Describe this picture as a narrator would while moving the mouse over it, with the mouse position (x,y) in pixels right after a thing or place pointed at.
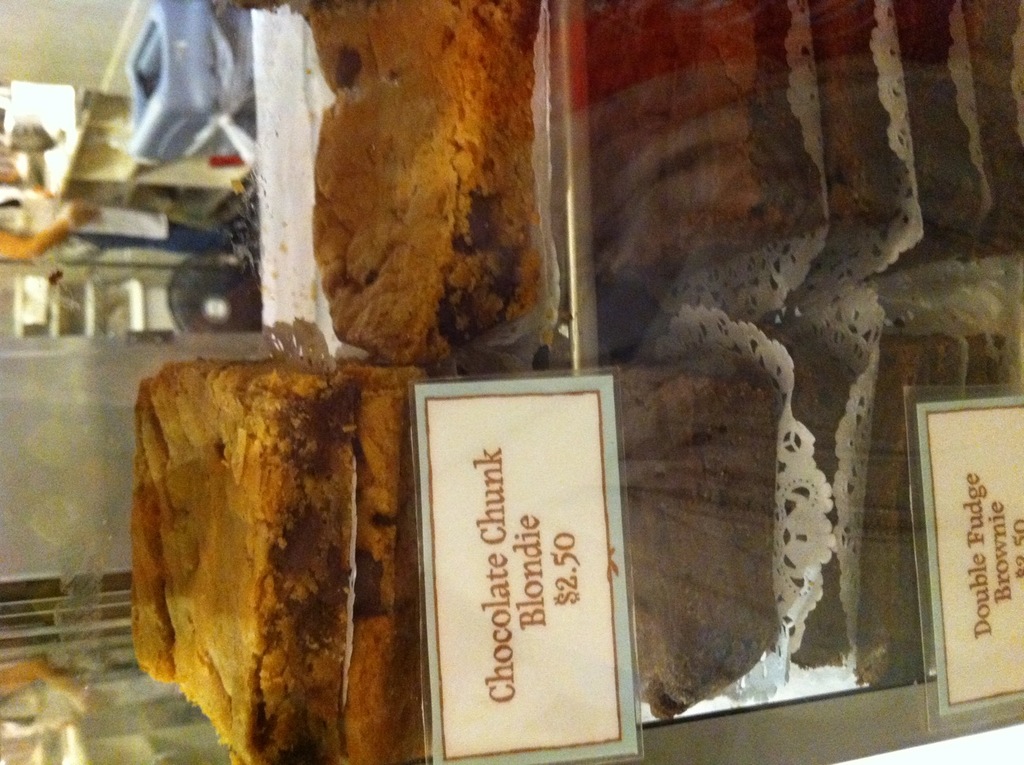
In this picture there are cakes (457,94), name plates (555,542), racks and a glass (75,464). In the background (164,113) towards left (118,235) there are closet (100,143), desk (105,162) and kitchen utensils (169,79).
